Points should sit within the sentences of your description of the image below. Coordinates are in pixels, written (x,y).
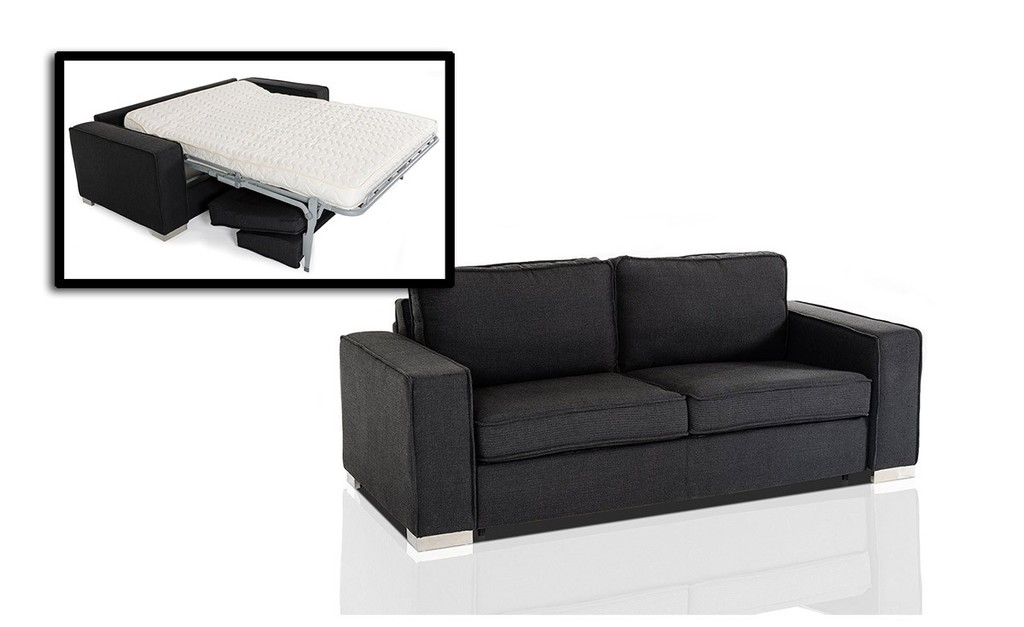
In this picture we can see a black colour sofa (601,341). Here we can see a screen (270,270) where we can see a sofa (208,178) and a bed (263,149) on it which is in white colour.
